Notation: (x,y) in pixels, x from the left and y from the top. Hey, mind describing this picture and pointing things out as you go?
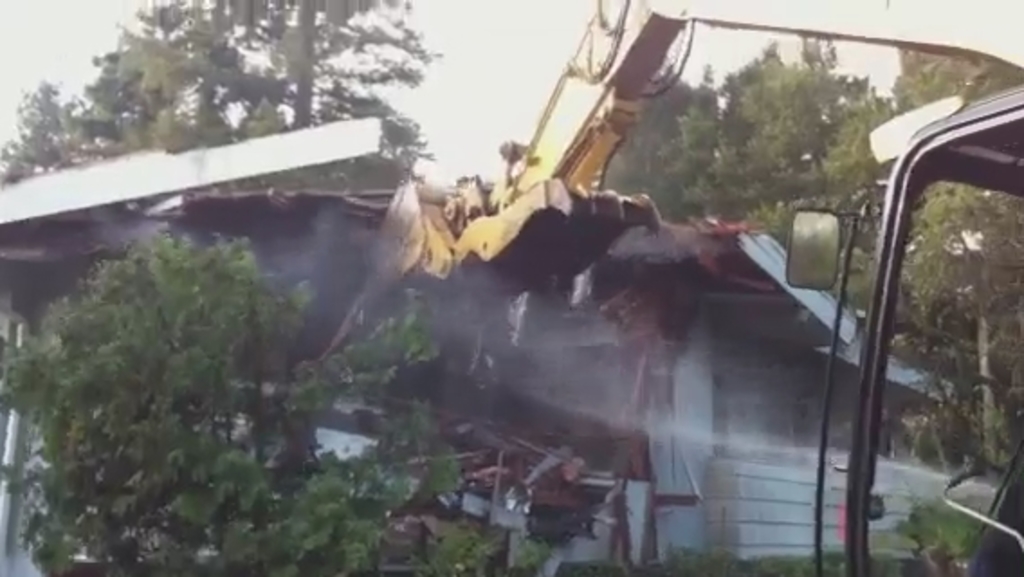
Here in this picture we can see a crane (513,243) collapsing a house (669,294), which is present over there and we can see trees (965,197) and plants (440,556) present all over there.
